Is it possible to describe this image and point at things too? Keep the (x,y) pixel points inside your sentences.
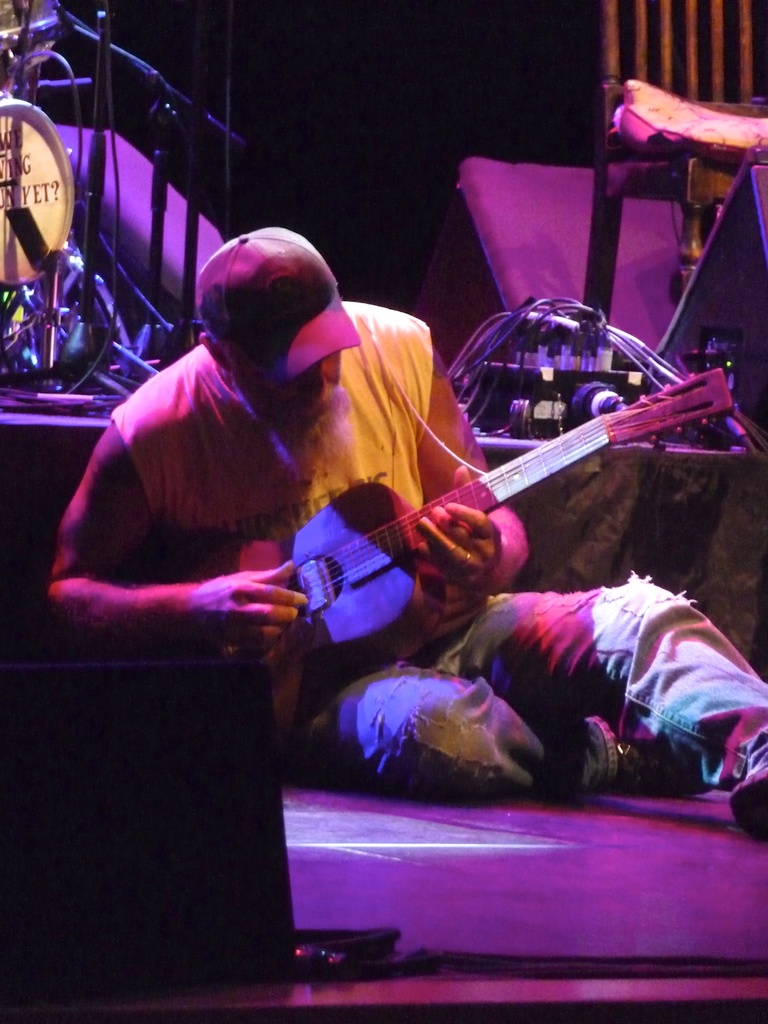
This picture describe about the person (315,447) who is sitting down wearing yellow sando (229,459), red cap (303,351) on the head (312,426) and playing guitar (384,537), Behind we can see some cables (613,341) and chair (703,153).
